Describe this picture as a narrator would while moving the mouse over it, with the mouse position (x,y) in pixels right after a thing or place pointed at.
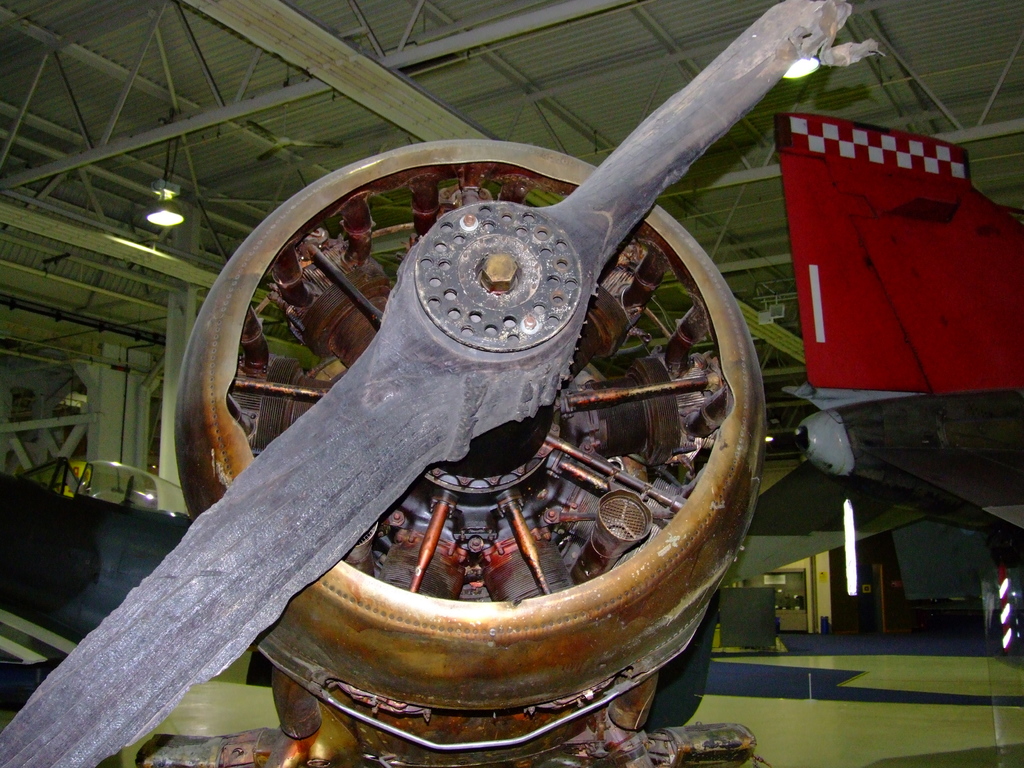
This image is taken indoors. At the top of the image (300,48) there is a roof (584,78) and there are many iron bars (140,264). There are two lights (160,194). In the background (113,437) there are a few pillars (145,422) and wall (813,593). On the right side of the image (882,356) there is an airplane (994,494). At the bottom of the image (867,738) there is a floor (824,663). In the middle of the image (399,317) there is an object (339,436).
